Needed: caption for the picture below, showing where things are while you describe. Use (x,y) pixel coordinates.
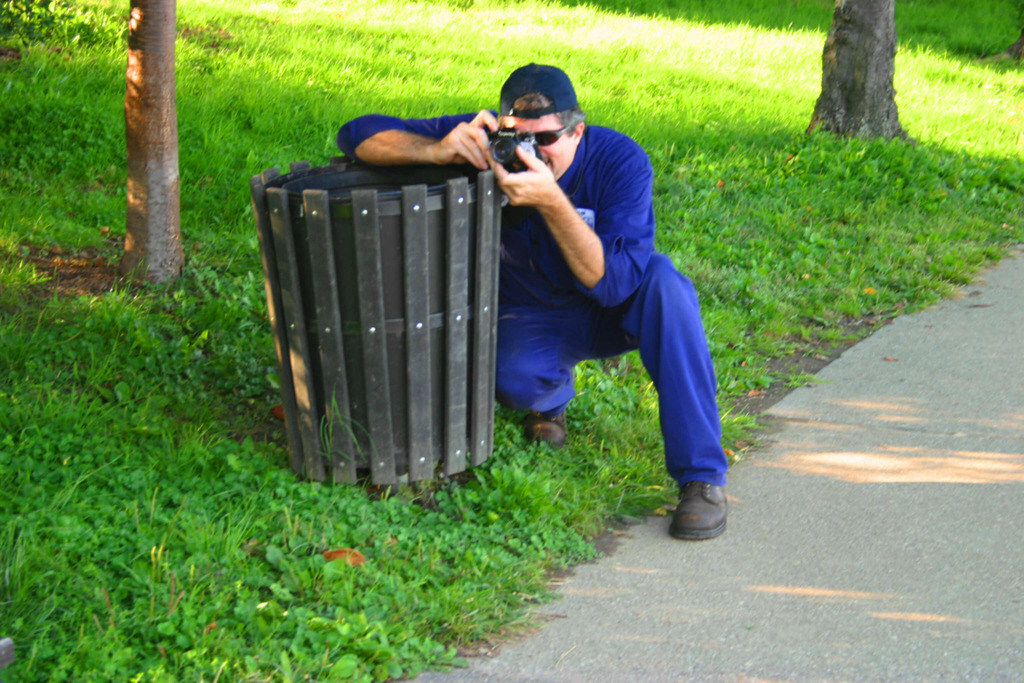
In the center of the picture (491,254) there are plants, dustbin (478,236) and a person (551,170) holding a camera (509,144). At the top right (901,137) there are plants (898,19) and a tree (850,59). On the left (119,185) there are plants (76,129), grass (99,137) and a tree (158,139). On the right (844,581) it is road (800,614).
